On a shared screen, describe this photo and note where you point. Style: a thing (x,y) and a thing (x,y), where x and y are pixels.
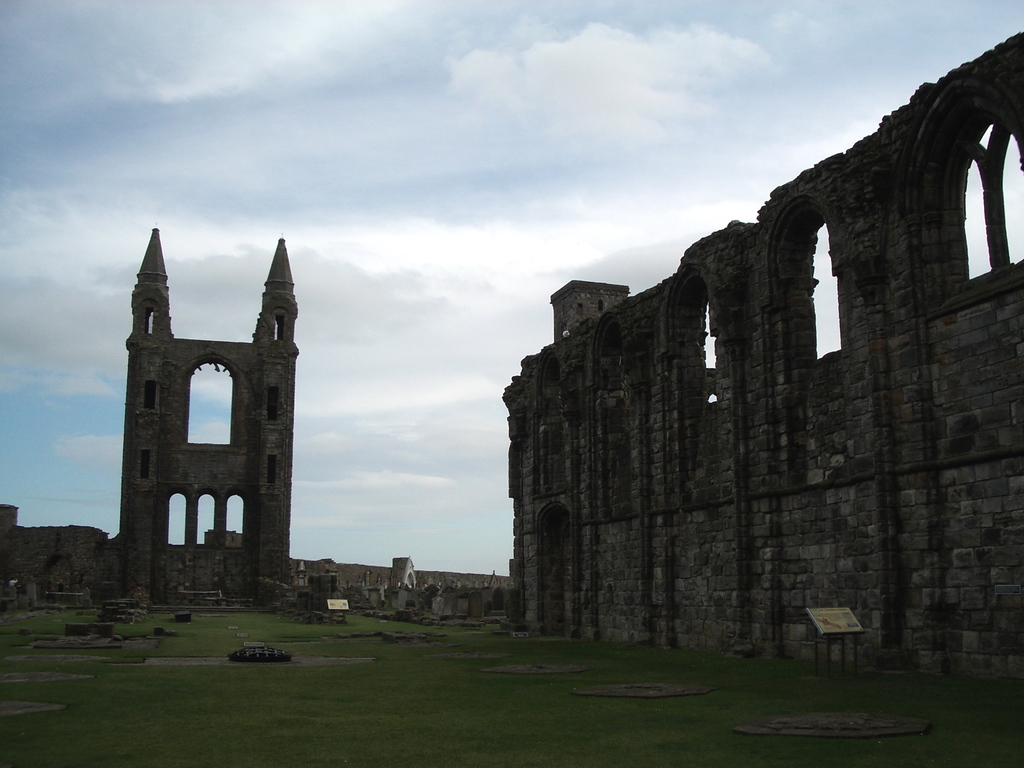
In this picture I can observe a monument (292,464). There is some grass (305,697) on the ground (265,697). In the background (400,295) there are some clouds (391,180) in the sky (367,108).
